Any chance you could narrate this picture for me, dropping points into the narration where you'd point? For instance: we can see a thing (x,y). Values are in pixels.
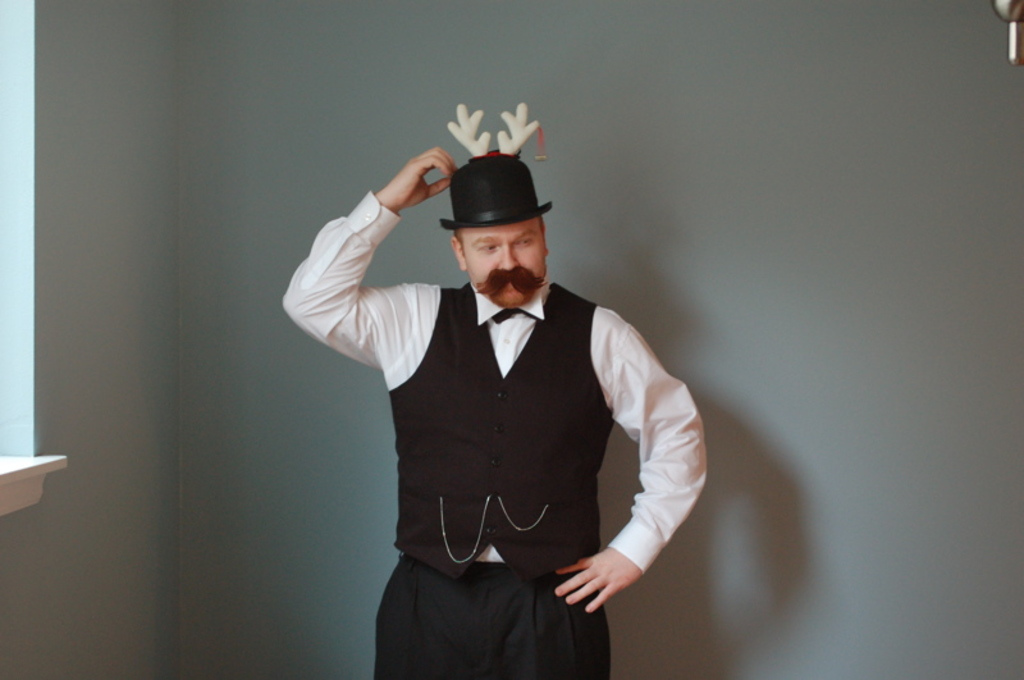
The man (518,382) in the middle of the picture (547,342) wearing a white shirt (604,332) and black vest (542,450) is standing. He is wearing a black hat (509,203). Behind him, we see a wall (63,348) in grey color.
